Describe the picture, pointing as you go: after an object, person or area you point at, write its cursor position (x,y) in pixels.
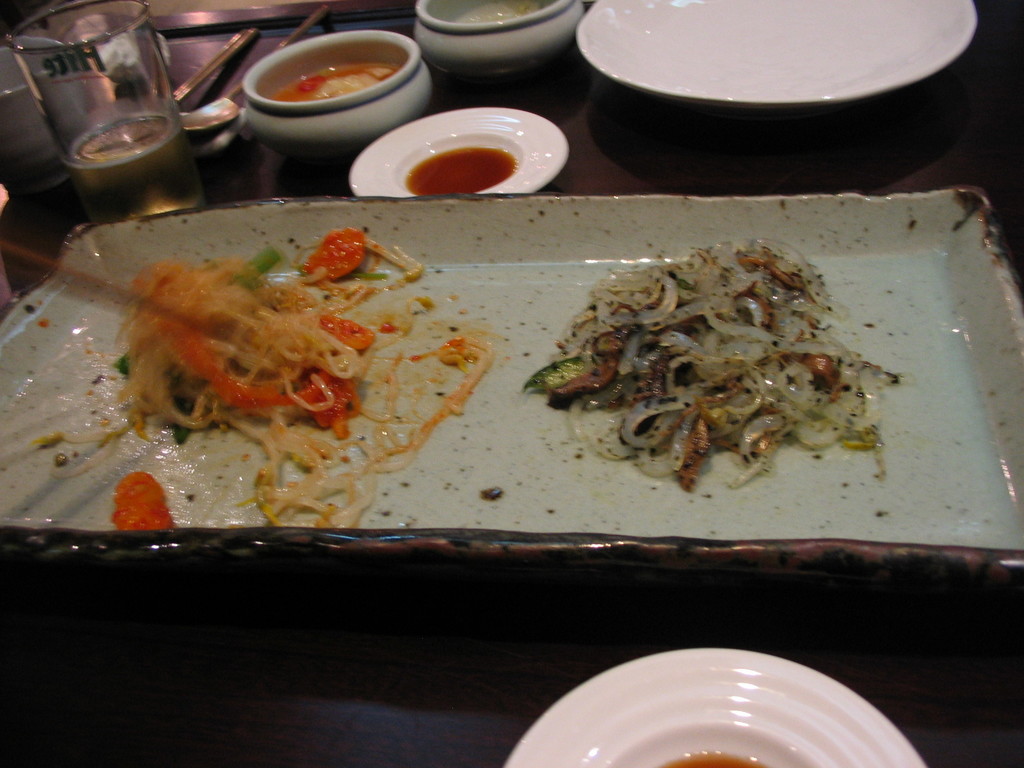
In this picture we can see food (443,363) in the plate (697,220), beside to the plate (727,464) we can find few bowls (451,73), glass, spoons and other things (246,38) on the table (616,114).
